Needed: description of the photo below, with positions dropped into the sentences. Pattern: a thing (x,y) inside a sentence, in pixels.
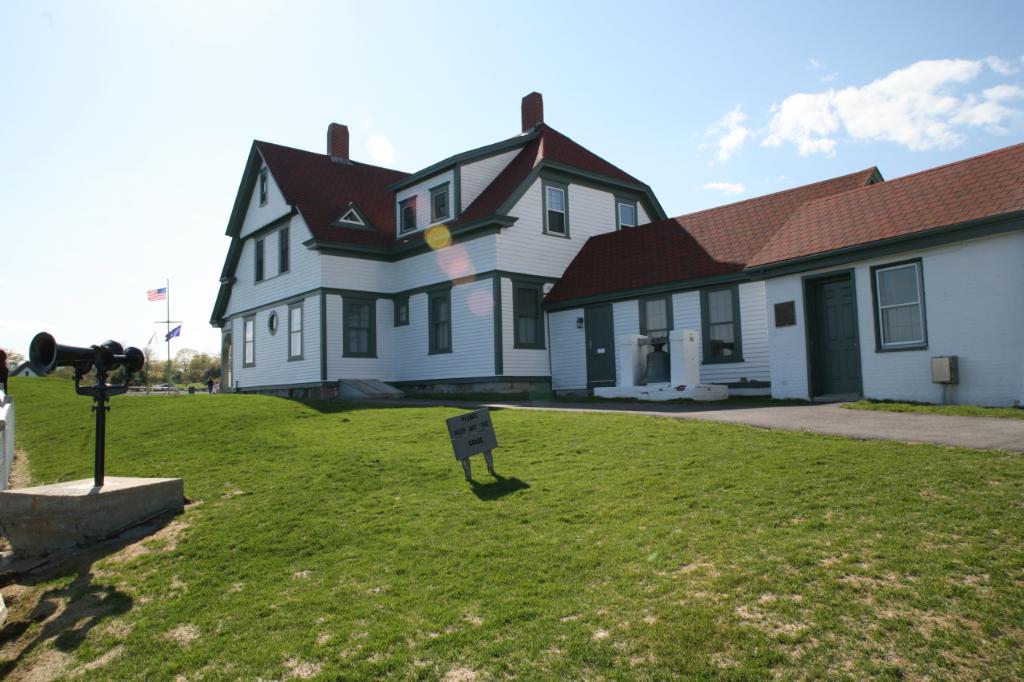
This picture shows buildings (514,296) and we see grass (352,481) on the ground (184,419) and couple of flags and trees (163,374) and we see a blue cloudy sky (830,57) and a board (472,419) on the ground (440,455) and we see a horn (34,352) on to the stand (100,389).
